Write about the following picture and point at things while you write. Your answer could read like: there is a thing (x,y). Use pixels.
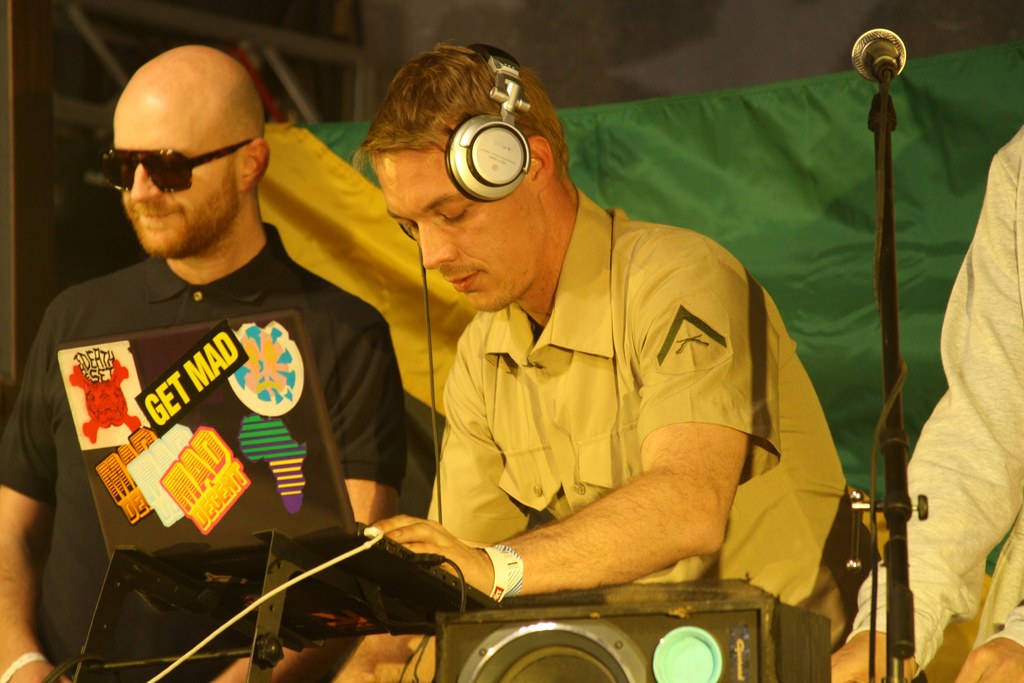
In this picture, we can see three people (681,416) are standing on the path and in front of the people (371,369) there is a machine (593,639) and a microphone (892,43) with stand (909,445) and behind the people (526,380) there is a cloth (671,211) and other things (165,31).
